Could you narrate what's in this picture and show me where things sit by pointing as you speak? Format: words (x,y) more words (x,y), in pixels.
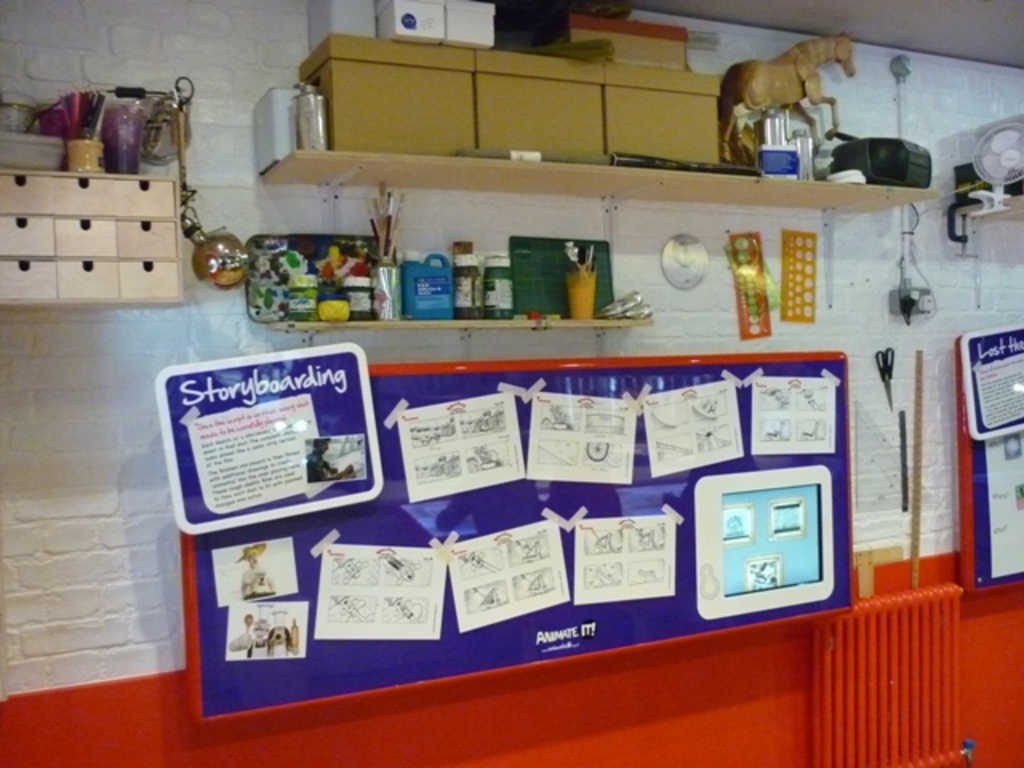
In front of the image there are boards (387,470) with posters (1018,411) and there are some other objects (888,612) on the wall (946,531). There are boxes (506,93), bottles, fan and a few other objects (546,266) on the wooden platform (587,192). On the left side of the image (99,138) there are some objects (138,139) on the wooden box (139,250).
